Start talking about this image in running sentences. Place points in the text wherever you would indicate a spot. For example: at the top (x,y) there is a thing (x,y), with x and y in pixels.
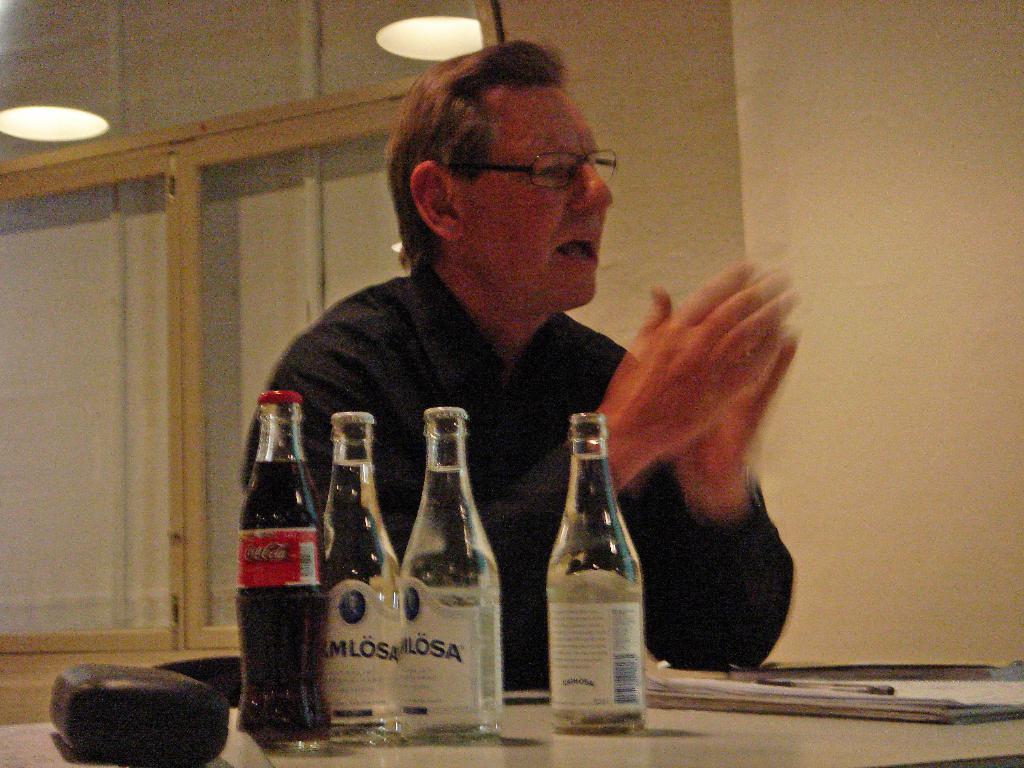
A person (498,380) is sitting on the chair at the table (739,737). On the table (678,744) there are 4 bottles (477,642), book (841,681), pen (850,691) and a box (203,704). In the background (161,302) there is a wall (754,192), windows (42,364) and reflection of light (74,125).
